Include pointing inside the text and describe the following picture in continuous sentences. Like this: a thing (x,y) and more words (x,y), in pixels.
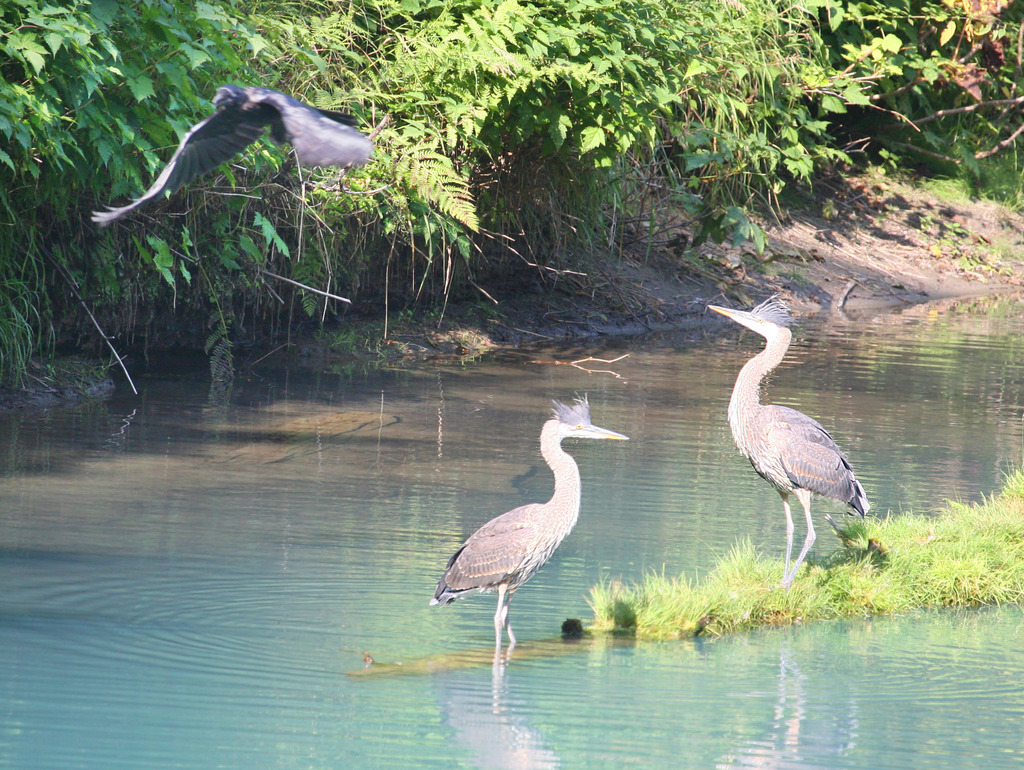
On water (549,399) there are two birds (530,540). Here we can see grass (950,575) and plants (167,142). This bird (309,146) is flying in the air with wings (236,126).
